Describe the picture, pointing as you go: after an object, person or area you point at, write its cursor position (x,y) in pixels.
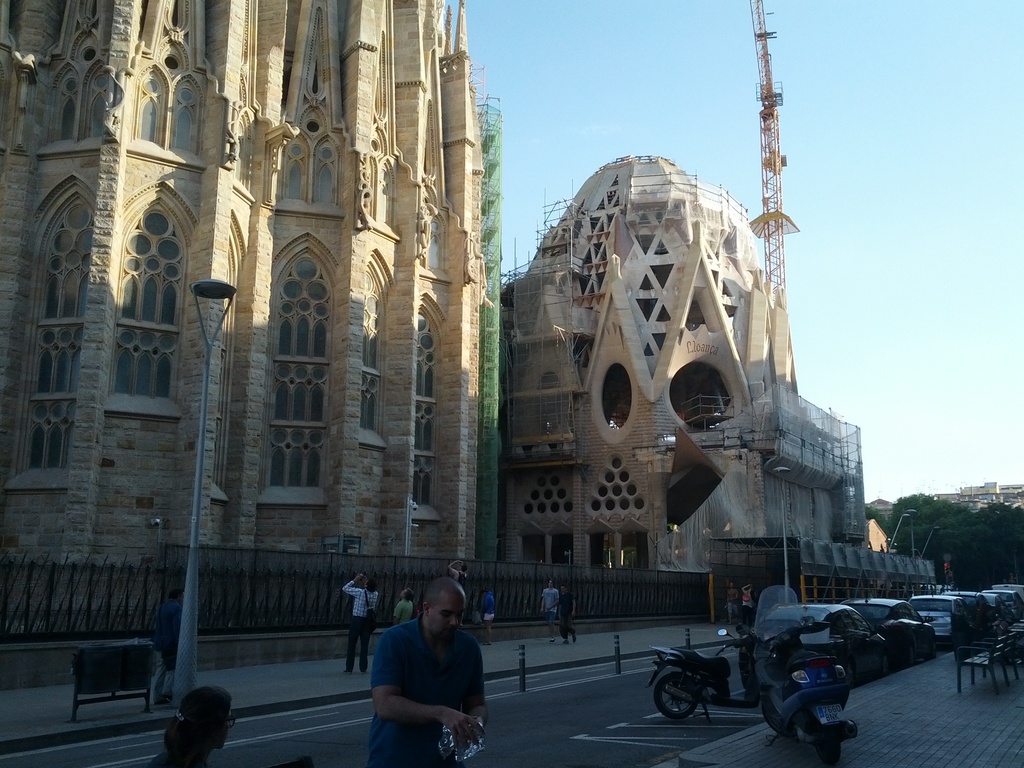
In this image I can see few people (392,635) are standing. I can also see few motorcycles (802,685), few cars (853,664), few chairs (989,644) and white lines (586,737) on road (623,705). In the background (578,331) I can see few buildings (349,418), a pole (206,373), few trees (969,539), a crane (780,231) and the sky (821,109).
